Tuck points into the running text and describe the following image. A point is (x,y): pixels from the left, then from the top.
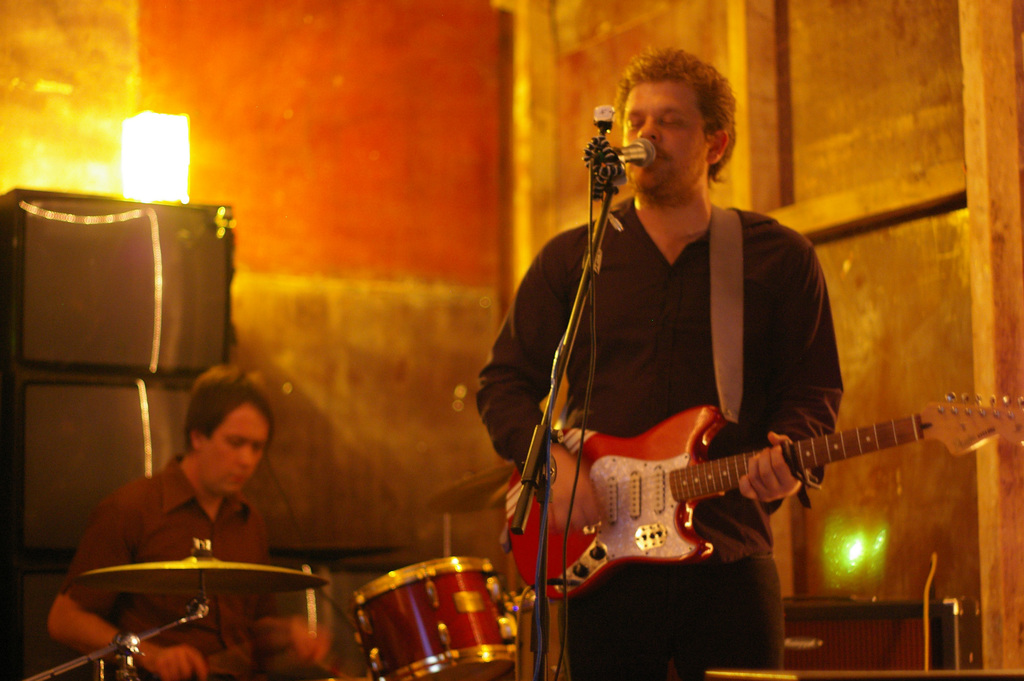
It is a music show there are total two people (669,566) in the image, the first person (652,567) is wearing a guitar (679,555) and is also singing a song, the man (293,642) behind him is sitting and playing the drums (376,614), in the background (159,170) there is a lamp (129,172), speakers (82,361), to the right side (804,155) there is a wooden wall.
